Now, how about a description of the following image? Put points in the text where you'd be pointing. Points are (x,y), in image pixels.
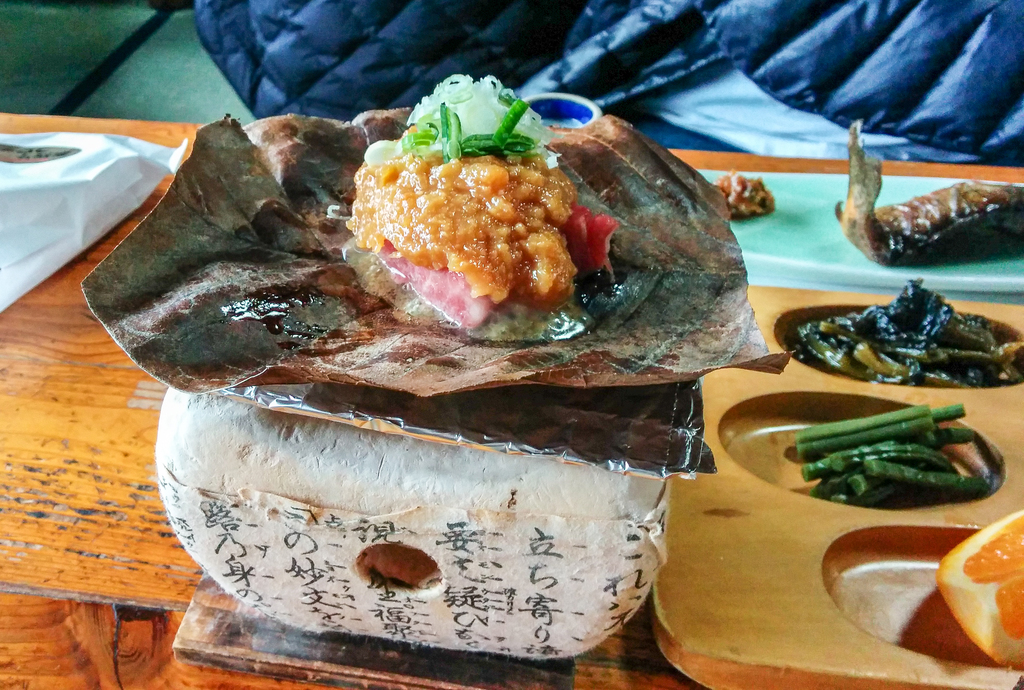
In the image there is food (478,155) on silver foil (300,387) on wooden table (65,469), on the right side (843,665) there is a tray (733,539) with veggies (968,339), orange (1009,598) and fish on it.
